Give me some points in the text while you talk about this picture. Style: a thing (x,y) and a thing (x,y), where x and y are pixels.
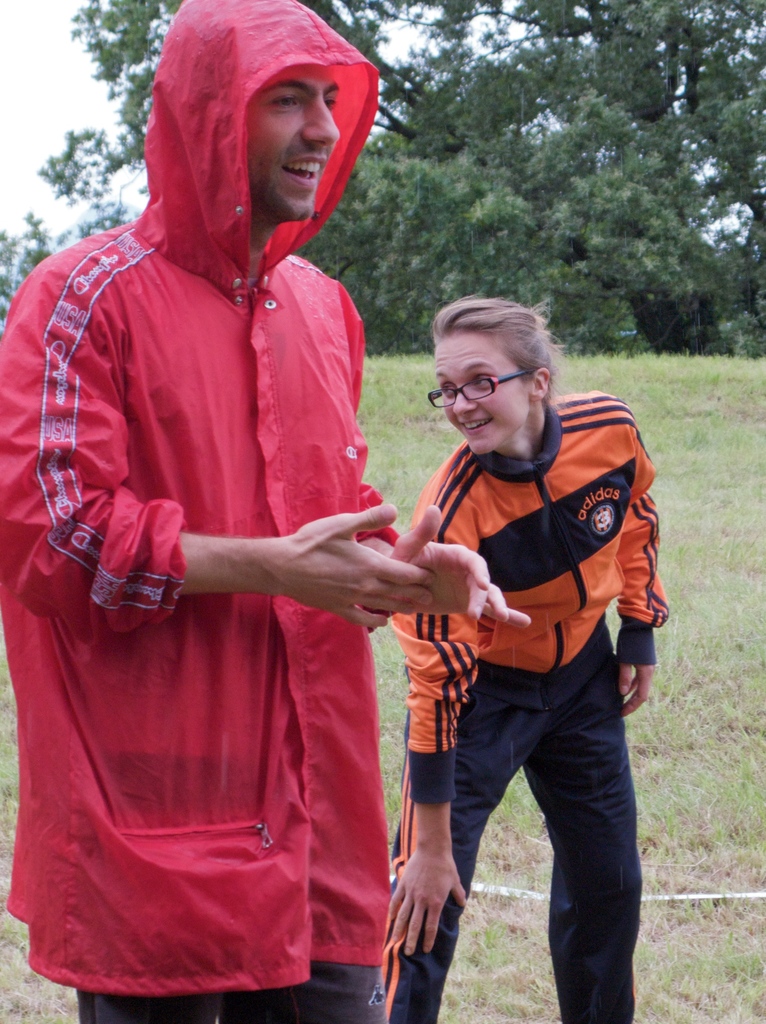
In the middle of the image (493,527) two persons (202,694) are standing and smiling. Behind them there is grass (682,541) and trees (738,7). Behind the trees (85,20) there is sky (43,44).
